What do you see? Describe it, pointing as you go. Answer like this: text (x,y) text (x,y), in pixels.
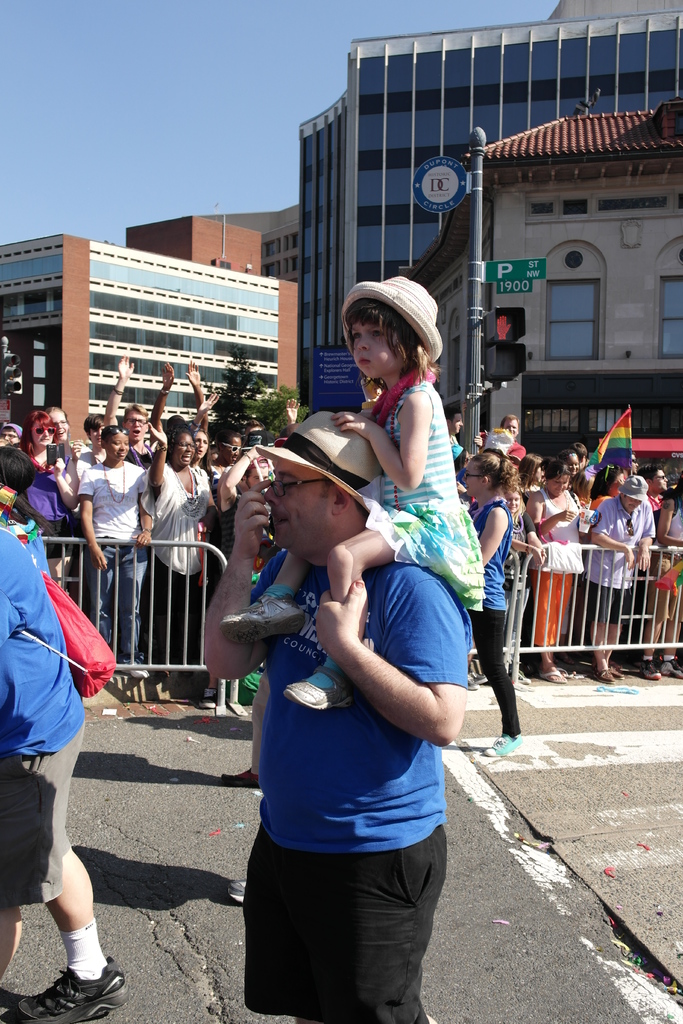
In this image there is a kid (369,505) sitting on the shoulder (416,574) of a person (306,532), in front of the person (306,532) there is another person (36,607), behind the person (324,557) there are a few people (565,489) standing on the other side of the metal rod fence (205,585). In the background of the image (499,364) there are traffic lights (496,360), sign boards (522,285) and buildings (287,329) and there are trees (239,413) and flags (605,447).
